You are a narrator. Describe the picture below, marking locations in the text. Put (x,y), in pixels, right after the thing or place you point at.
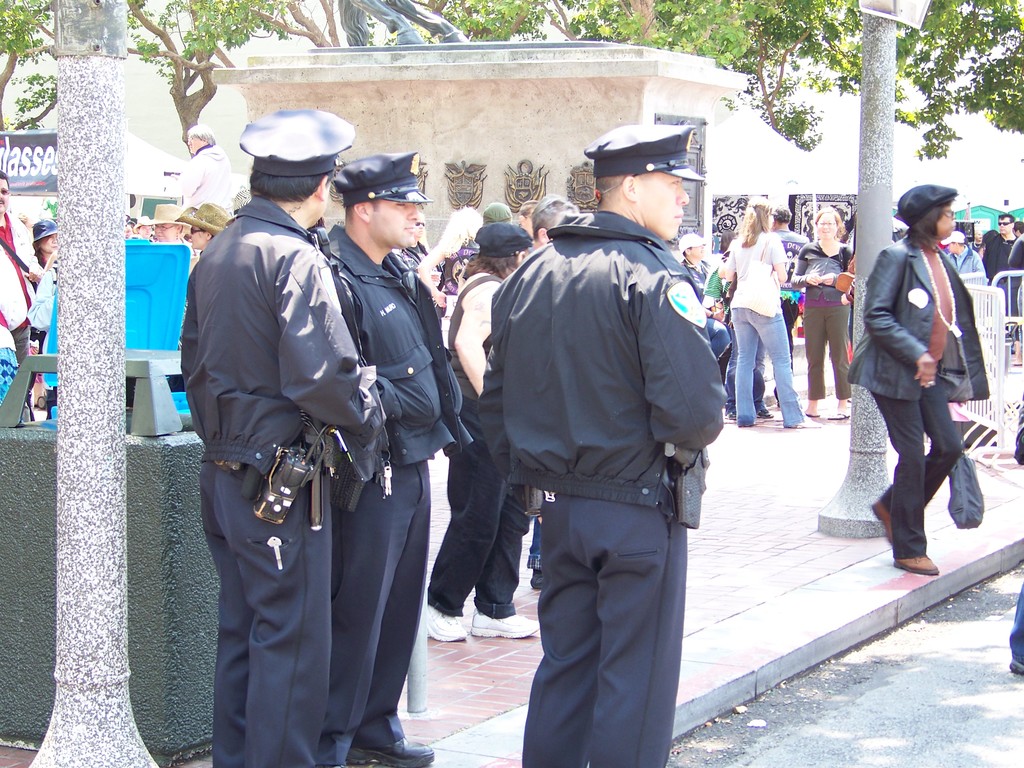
In this picture I can see some people (666,423) are standing beside the road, around we can see some trees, banners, tents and some benches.
